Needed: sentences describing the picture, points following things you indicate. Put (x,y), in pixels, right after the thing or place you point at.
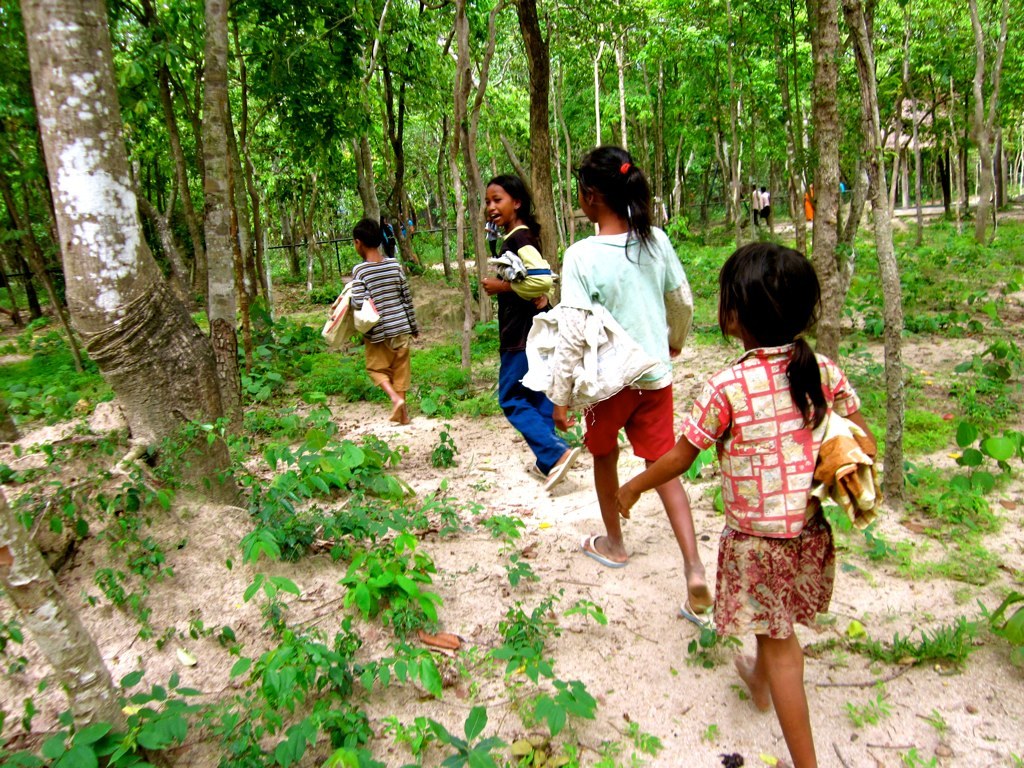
This picture is clicked outside. In the center (372,349) we can see the group of kids (536,288) walking on the ground (563,486) and we can see the plants (413,391) and trees (577,114). In the background (760,216) we can see the group of persons (812,213).
